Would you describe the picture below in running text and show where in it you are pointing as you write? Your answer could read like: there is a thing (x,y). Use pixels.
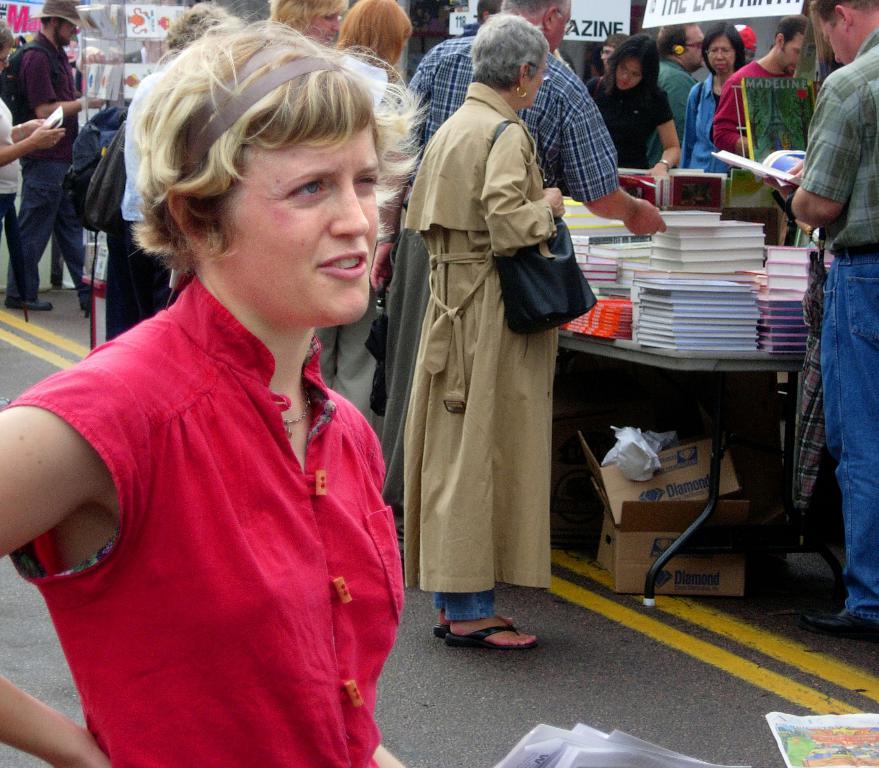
In this image there is one person (159,525) standing on the bottom left side of this image (190,577) is wearing red color dress (203,587) and there one table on the right side of this image (599,277) and there are some books (711,233) kept on it. there are some object (662,527) kept below to this table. There are some persons (468,143) standing in the background (466,129). There are some papers (516,763) kept on the bottom right corner of this image (838,737). and as we can see there is a road (493,679) on the bottom of this image (603,719).
